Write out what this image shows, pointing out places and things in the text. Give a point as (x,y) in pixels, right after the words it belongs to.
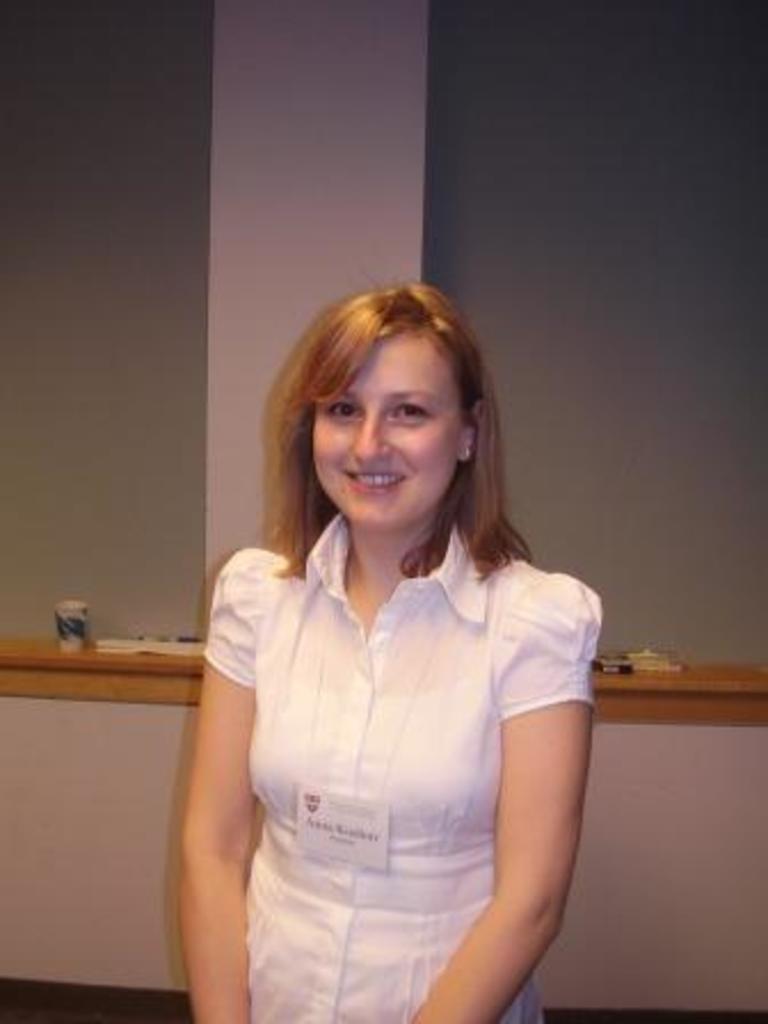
In this image, I can see the woman (373,688) standing and smiling. She wore a white dress (401,846). This looks like a badge (345,810). In the background (315,147), I think this is a pillar (301,204). I can see a glass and few other things (172,650) placed on the wall (682,676).
